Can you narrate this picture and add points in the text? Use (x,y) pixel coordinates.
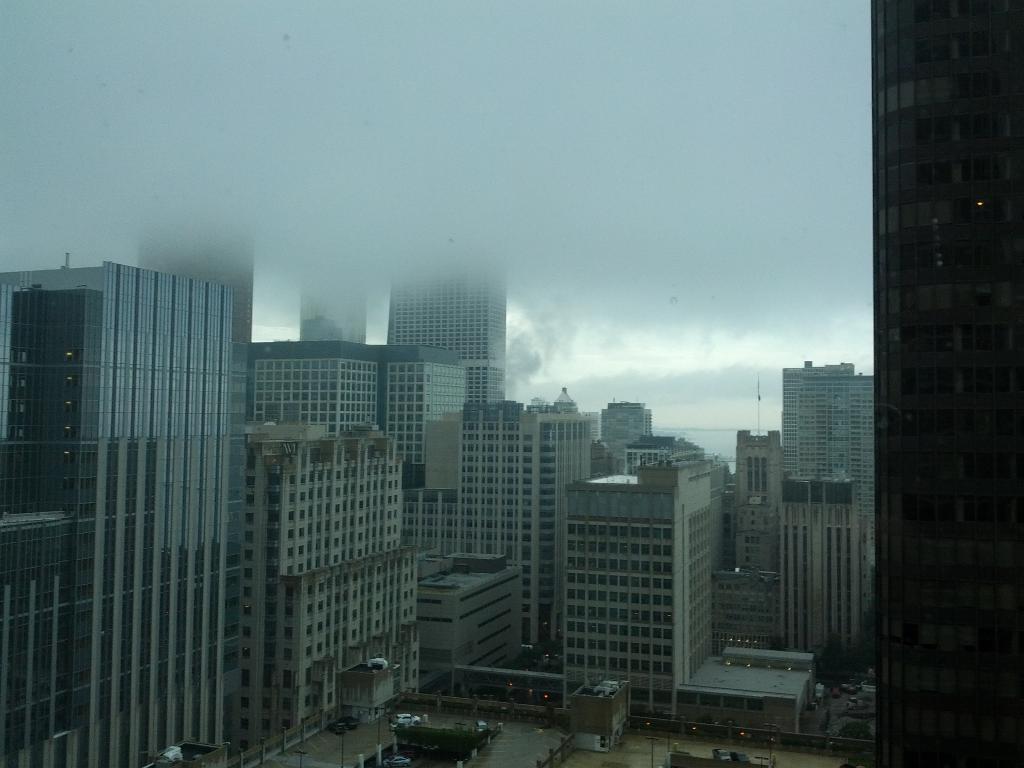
In this picture I can see many buildings (816,519) and skyscrapers (148,381). At the top (311,124) I can see the clouds (475,114). At the bottom (653,767) I can see many poles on the roof (530,760) of the building (438,719).
